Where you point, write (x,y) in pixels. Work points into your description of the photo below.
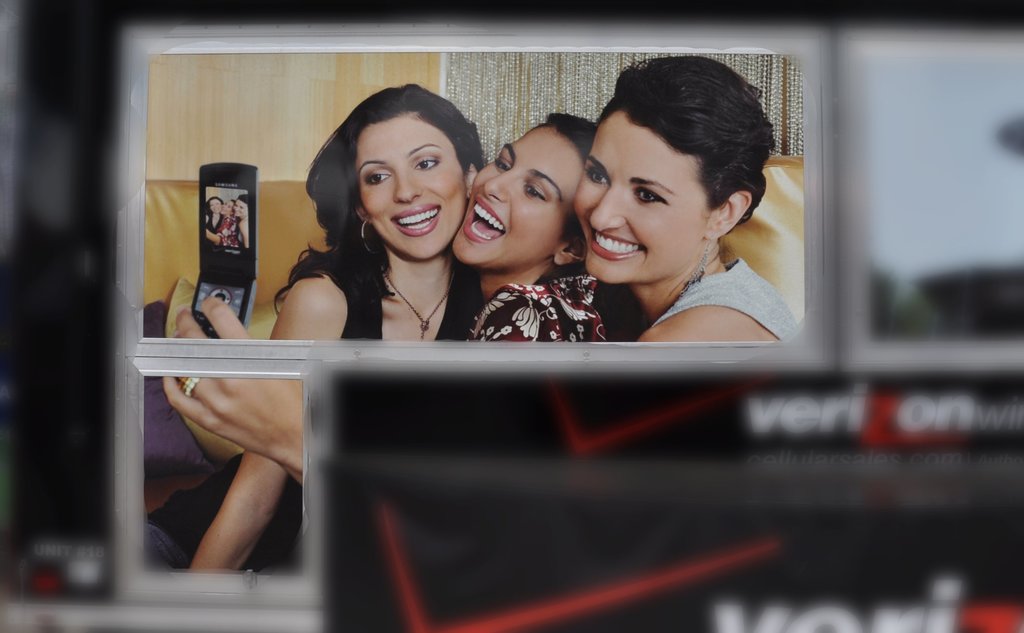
In this image we can see three women (488,298) sitting and posing for a photo and we can see a woman (256,412) holding a mobile phone (227,211).
